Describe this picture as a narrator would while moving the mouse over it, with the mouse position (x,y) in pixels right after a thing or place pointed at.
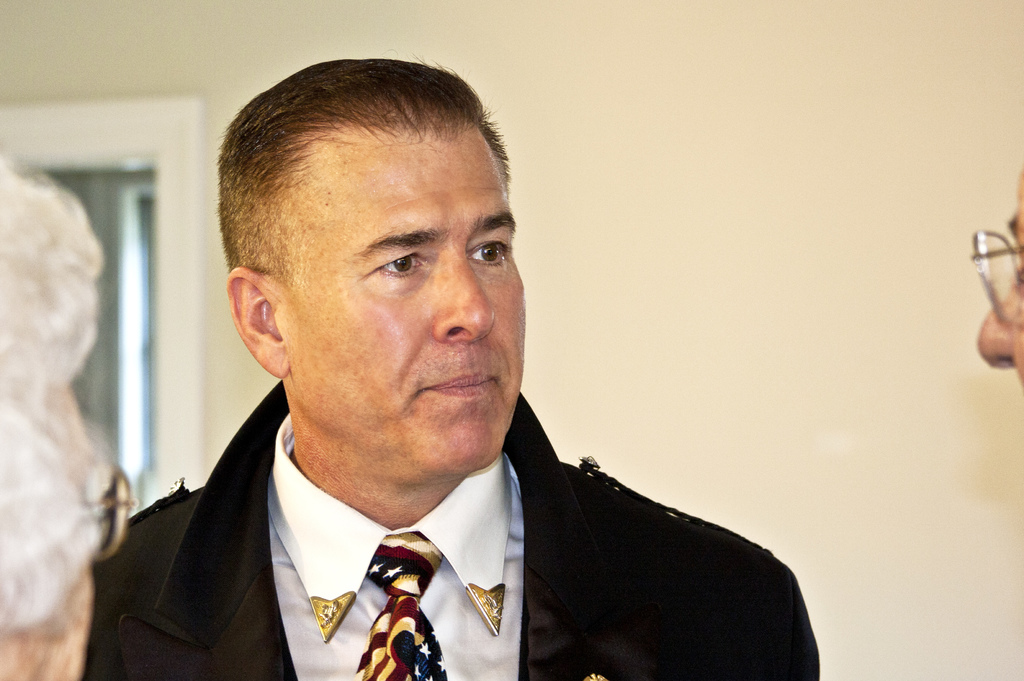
In this picture there is a man (370,564) who is wearing suit (716,636). On the left (50,209) there is a woman (75,520) who is wearing goggles (114,506). On the right (1015,278) we can see man's face (1015,261) who is wearing spectacle (982,270). On the left (154,240) background (147,299) we can see door (151,287). On the top (675,123) there is a wall (702,99).
